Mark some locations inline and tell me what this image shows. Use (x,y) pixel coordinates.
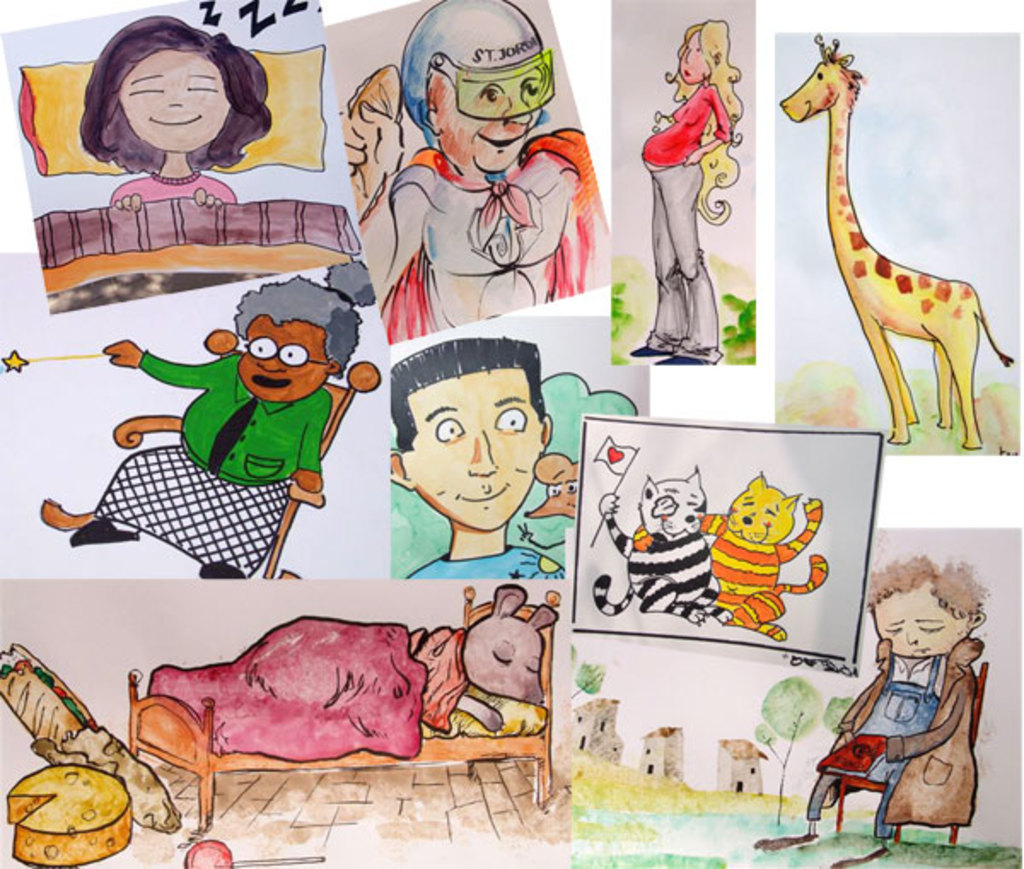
In this picture we can see cartoon images of people (708,92), animals (722,566), buildings (661,759), trees (833,714) and some objects (547,690).
